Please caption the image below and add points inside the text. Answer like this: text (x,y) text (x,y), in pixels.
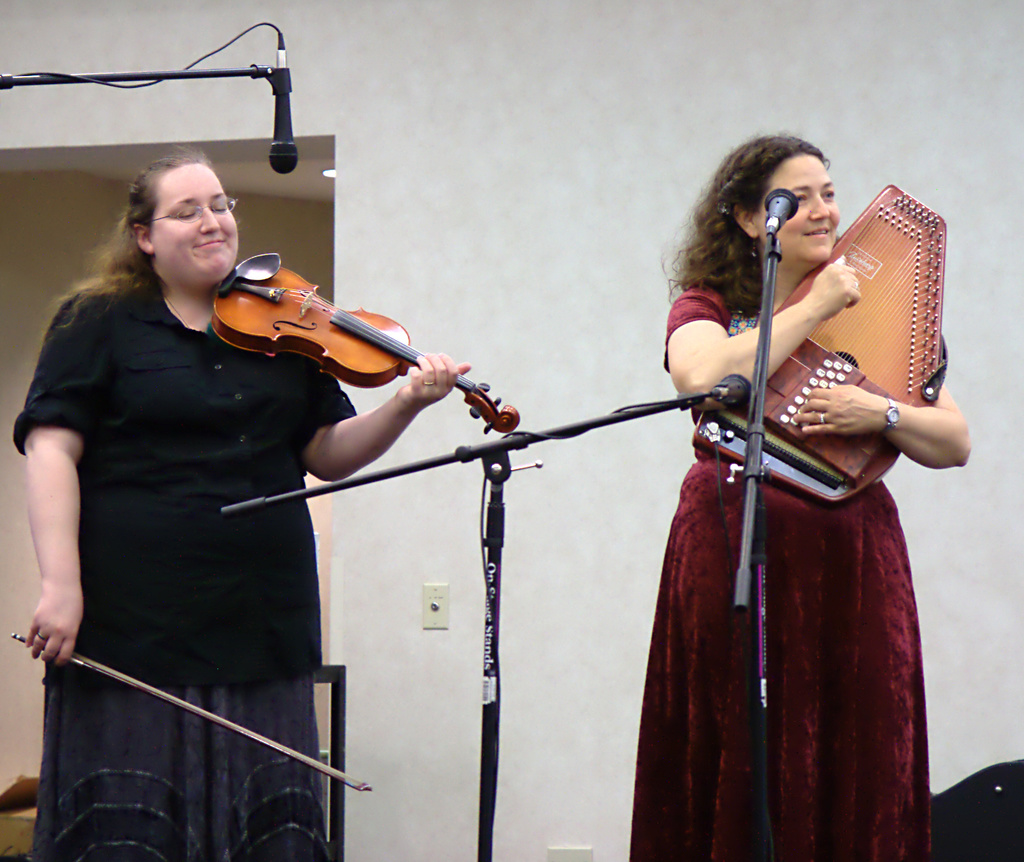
In this Picture we can see two woman (187,579) playing music, On the left (192,446) a woman (198,404) wearing black dress (204,588) playing violin (319,319) and from right a woman (801,305) wearing beautiful red gown (744,619) playing autoharp (870,331) and in the behind we can see white wall (480,77).
